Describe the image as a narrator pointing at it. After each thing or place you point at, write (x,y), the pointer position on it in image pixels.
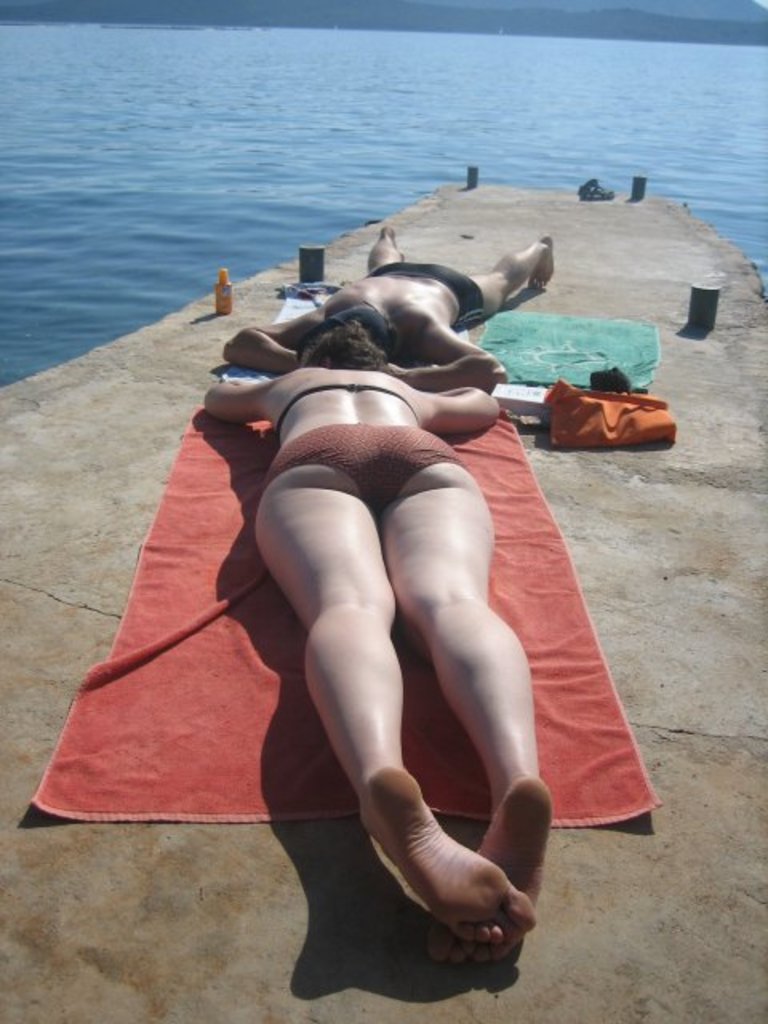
In this image we can see two persons (375,394) lying on a floor (149,490). There are mats (560,321) and some other objects (230,306). In the background (279,101) there is water (341,142).
